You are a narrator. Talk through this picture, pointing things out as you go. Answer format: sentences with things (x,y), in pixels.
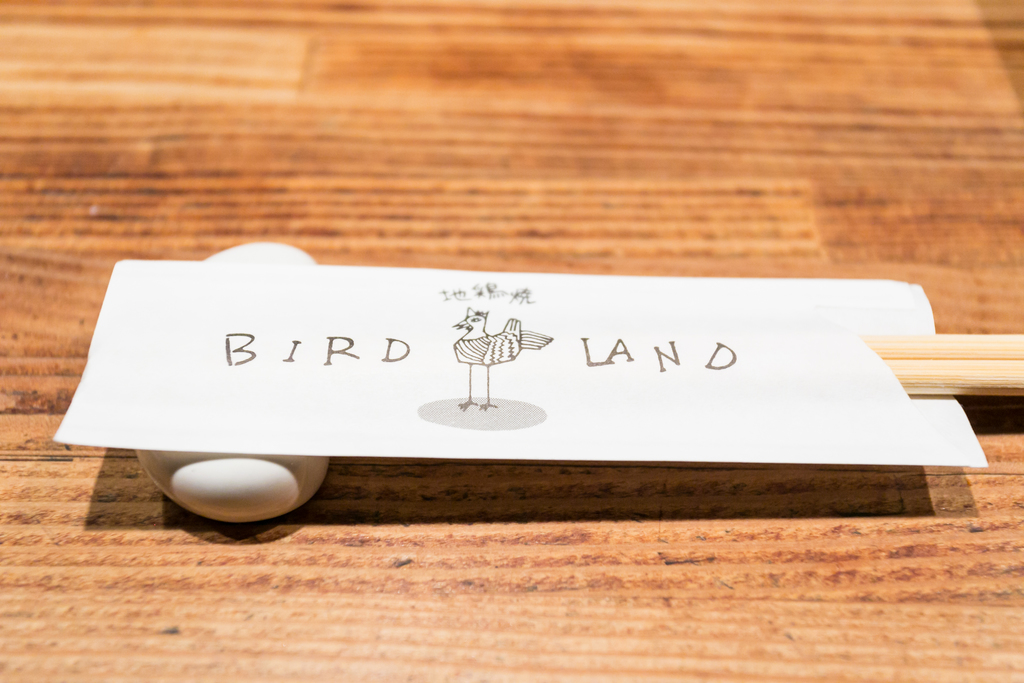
In this image there is a white stone (200,500) on the table (281,568). On the white stone (241,497) there is a paper sleeve (511,379) with the wooden stick (920,378).
